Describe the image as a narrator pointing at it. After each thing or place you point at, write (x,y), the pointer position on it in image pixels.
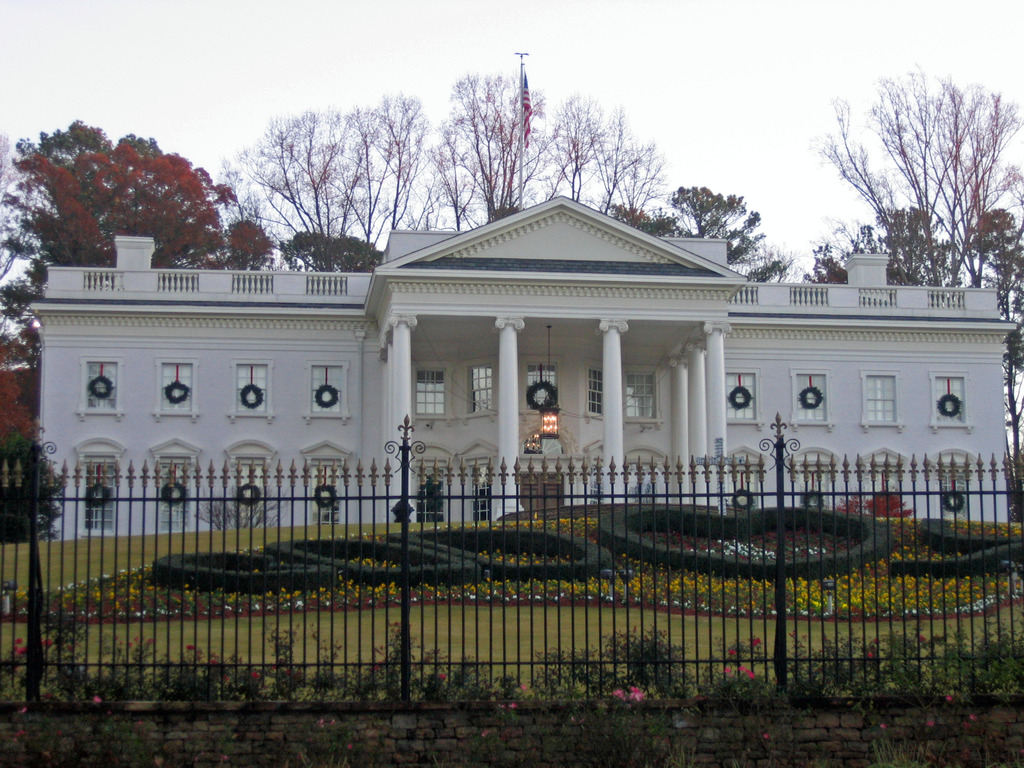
In this image, we can see a white building (422,404), walls (354,466), windows (891,385), pillars (716,375), few decorative objects (948,412), railings (936,295). At the bottom (792,625), we can see grills (126,665), brick wall (92,701), plants (329,584), grass (111,652), flowers (508,591). Background (511,184) we can see trees (61,227), pole (520,175), flag (525,114) and sky (791,203).
